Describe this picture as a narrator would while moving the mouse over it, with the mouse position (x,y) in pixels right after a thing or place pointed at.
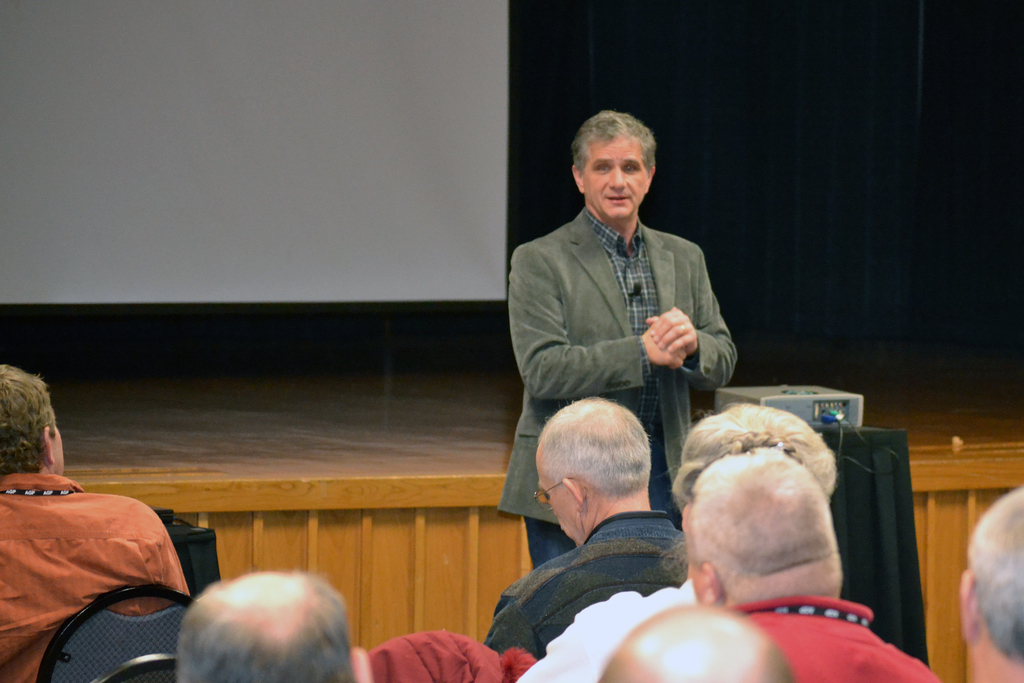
In this image, we can see a man (605,313) standing, he is wearing a coat (570,353), there are some people (136,537) sitting on the chairs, we can see a projector (773,405) and there is a stage (902,408).
